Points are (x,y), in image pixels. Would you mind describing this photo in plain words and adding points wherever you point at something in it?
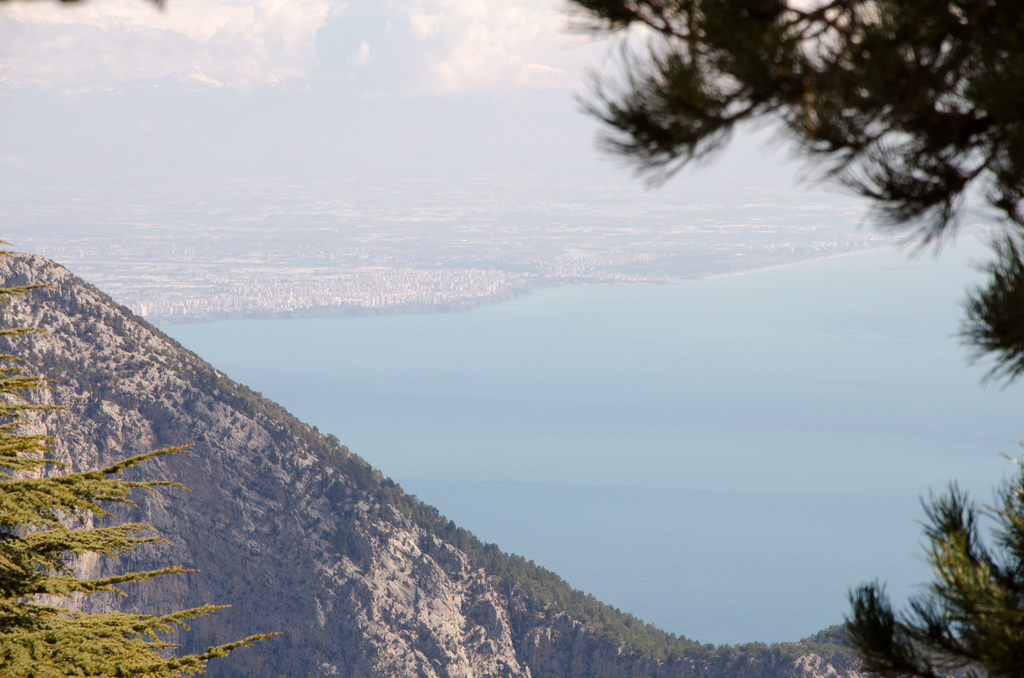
In this picture we can observe some trees (964,548) and a hill (193,511). We can observe an ocean (543,454). In the background (368,94) there is a sky (273,75) with some clouds (242,64).
